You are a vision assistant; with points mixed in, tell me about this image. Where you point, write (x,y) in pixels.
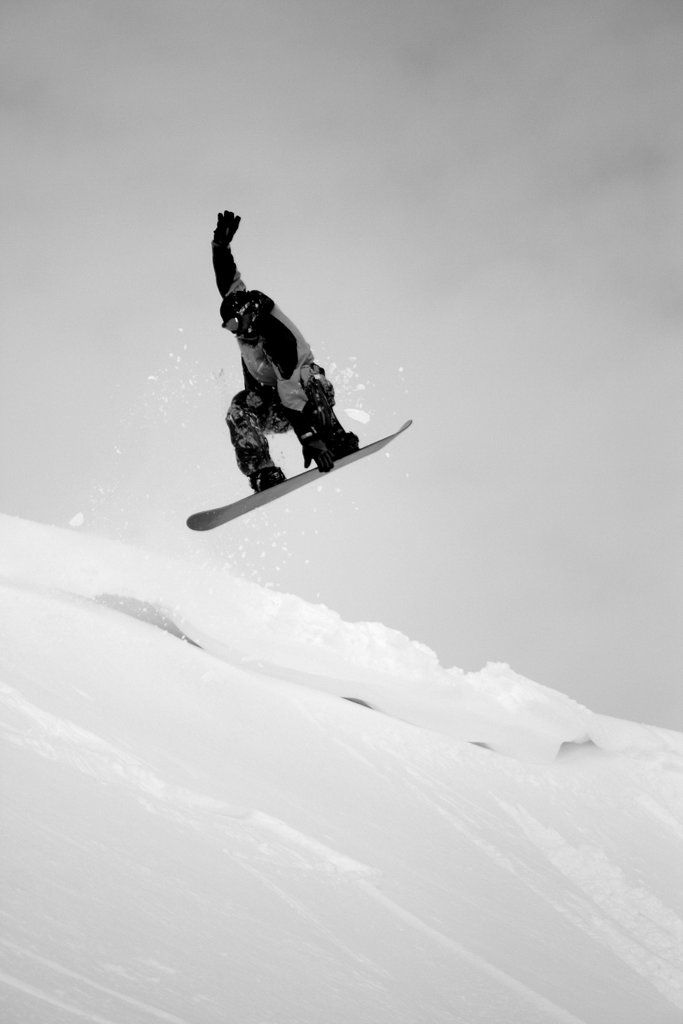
In the center of the image (242,400) we can see a person (245,408) is surfing on the snow (284,688). And we can see he is in a different costume (258,451). In the background (397,489), we can see the sky (516,385), clouds (565,360) and snow (281,723).
